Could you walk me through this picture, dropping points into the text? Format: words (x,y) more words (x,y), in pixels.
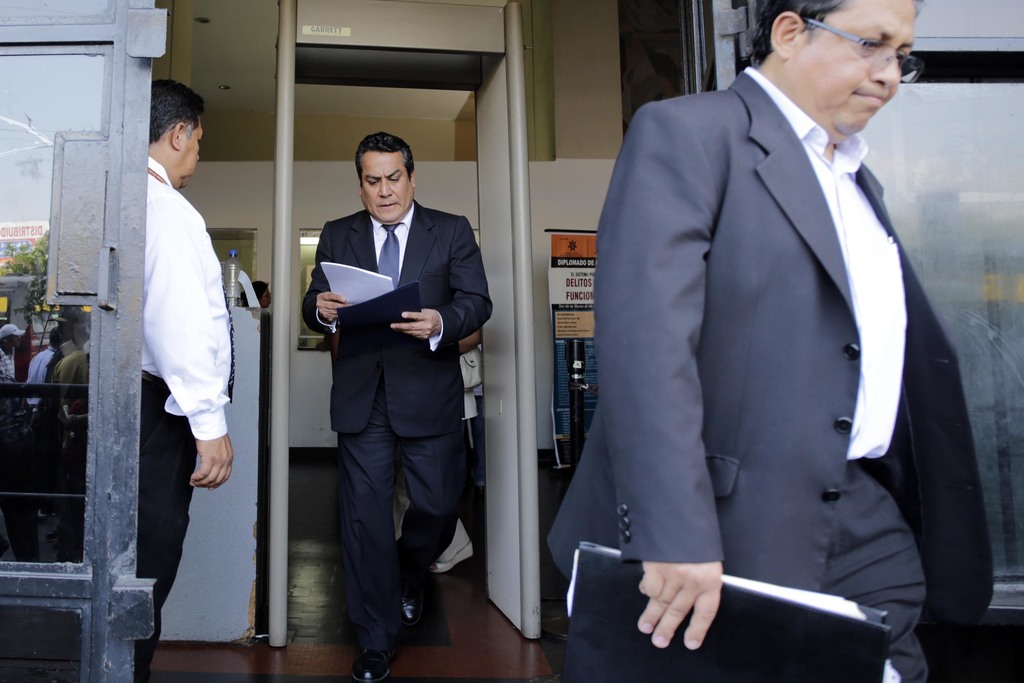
In this image I can see three man (709,268) and I can see all of them are wearing formal dress (393,367). I can also see two of them are holding files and papers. In the background (565,260) I can see few boards (552,242), a bottle (233,264) and on these boards (570,243) I can see something is written. On the left side of this image (128,107) I can see a door (36,113) and on it I can see reflection (42,346) of people (54,351), a tree (42,273) and few other things (24,298).
